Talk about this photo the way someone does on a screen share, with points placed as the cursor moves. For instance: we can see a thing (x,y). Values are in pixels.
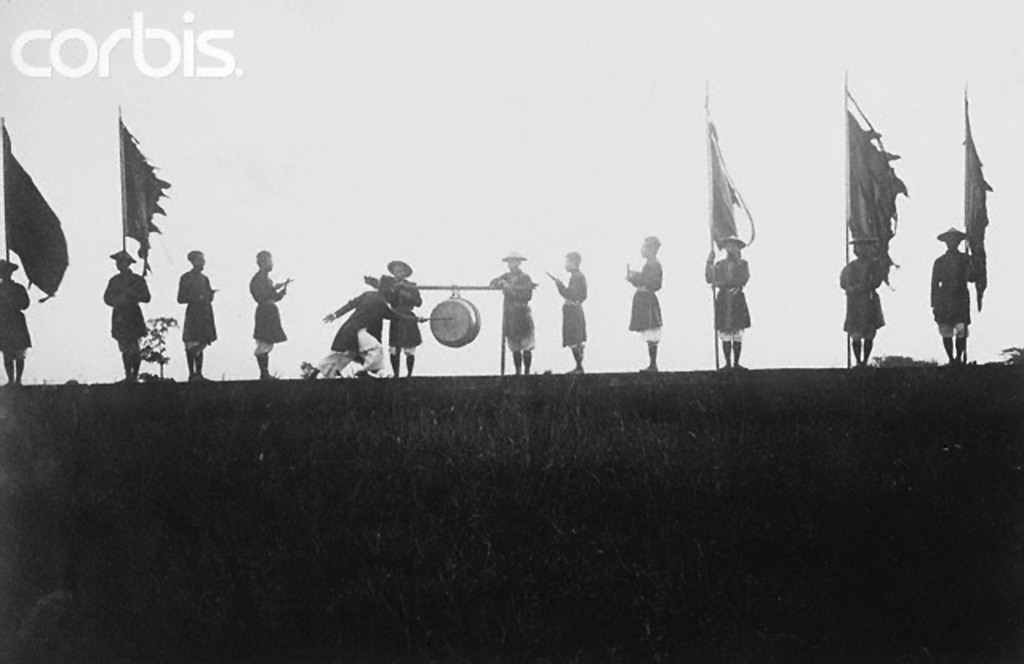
In this image I can see the dark picture in which I can see few plants (863,485), few persons (126,323) standing, few flags (876,215) and an object (474,307) hanged to the rod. In the background (428,328) I can see the sky (441,277).
